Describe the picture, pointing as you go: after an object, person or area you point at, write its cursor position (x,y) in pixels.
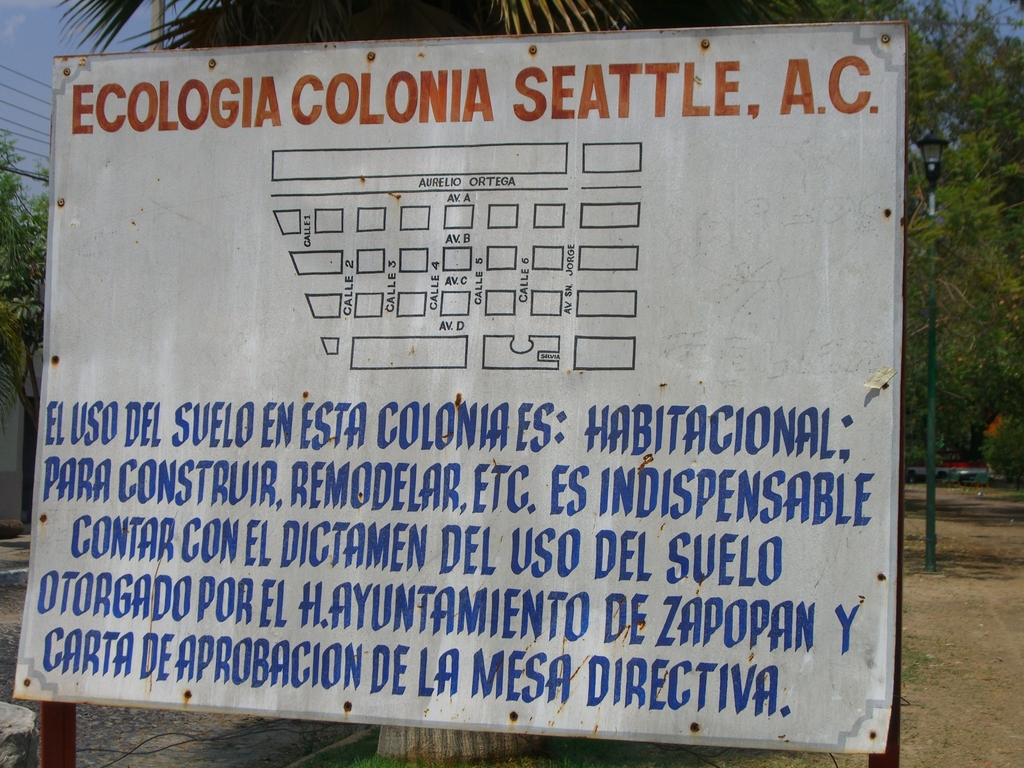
In the foreground of the picture (43,407) there is a board (300,282), on the board (184,175) we can see map (367,170) and text (377,539), behind the board (286,356) there is grass (361,754) and tree (395,35). On the right (1005,138) there are trees (965,344), plant (1001,445), pole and land (996,602). On the left (18,262) there are trees (15,263), road (25,582), cables (26,108) and sky (41,28).
